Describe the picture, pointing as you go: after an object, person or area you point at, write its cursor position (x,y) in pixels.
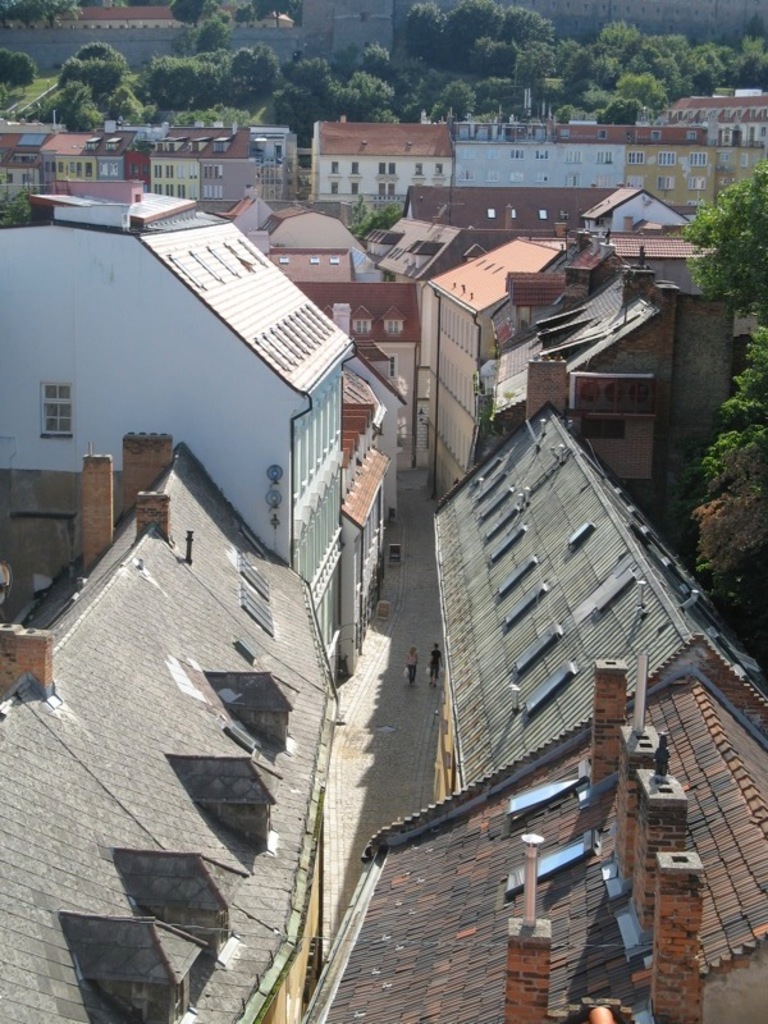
In this image I can see few buildings (458,721) and I can also two persons (410,661) walking. In the background (523,78) I can see few trees (456,104) in green color.
